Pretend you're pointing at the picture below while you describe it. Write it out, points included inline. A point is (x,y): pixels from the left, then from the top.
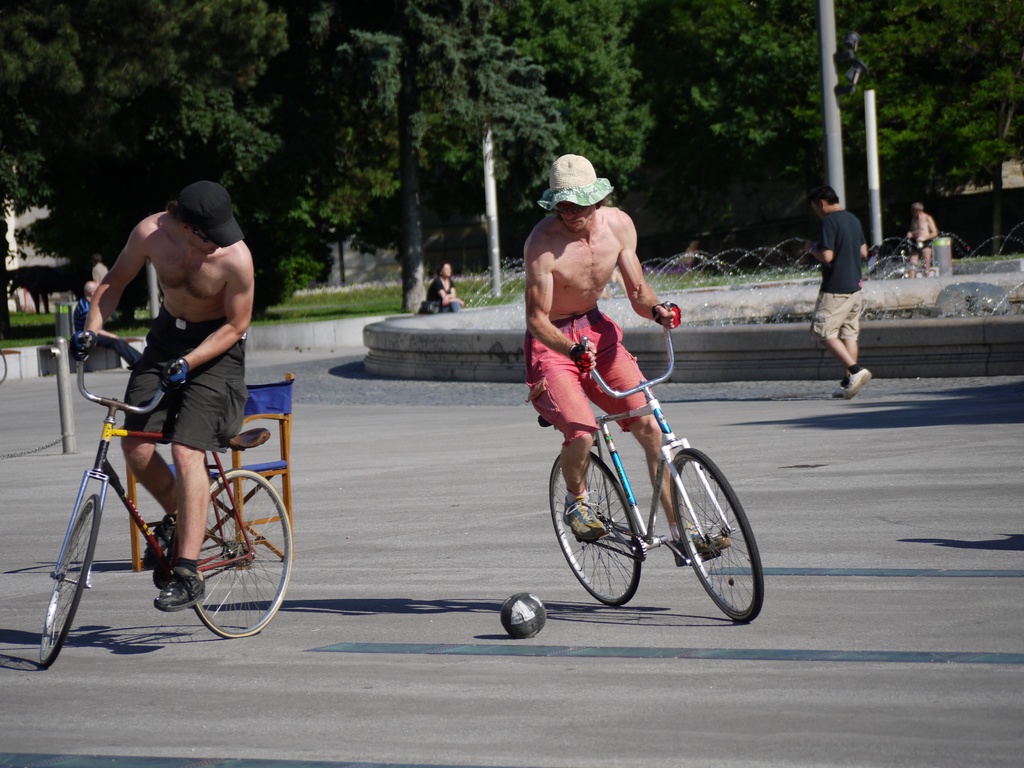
This picture is clicked outside the city. Here, we see two men (570,226) riding bicycles (252,571) on road (114,586). In between them, we see a black ball (534,619) on the road (491,645) and behind them, we see a blue color chair (256,417). On the right side of the picture (969,305), we see a fountain (711,323) and on background (445,271), we see woman (442,289) wearing black t-shirt (429,290) is sitting on ledge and behind her, we see trees (577,93).
